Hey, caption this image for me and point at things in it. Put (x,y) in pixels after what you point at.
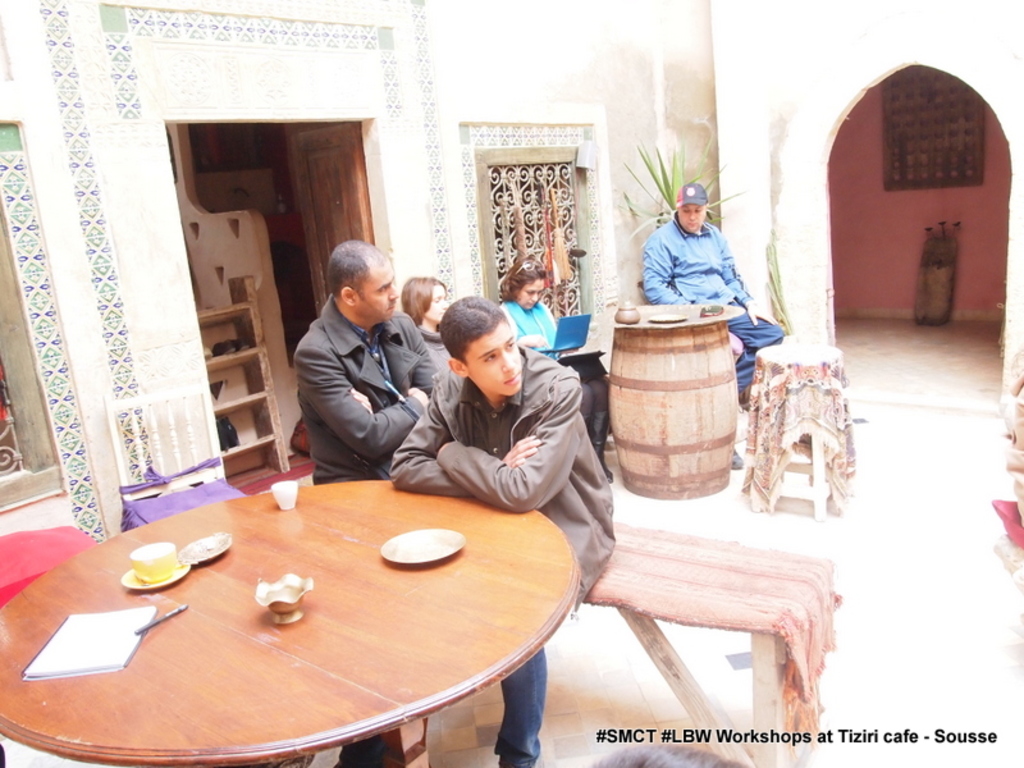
In this picture we can see five persons (554,450) sitting on bench (692,533) and in front of them there is table (366,692) and on table (400,525) we can see cups (159,572), saucer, paper (50,661), pen (182,607), plate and in background (423,114) we can see wall (330,105), door (334,218), window (578,209), decorations (553,203), plant (675,173).
